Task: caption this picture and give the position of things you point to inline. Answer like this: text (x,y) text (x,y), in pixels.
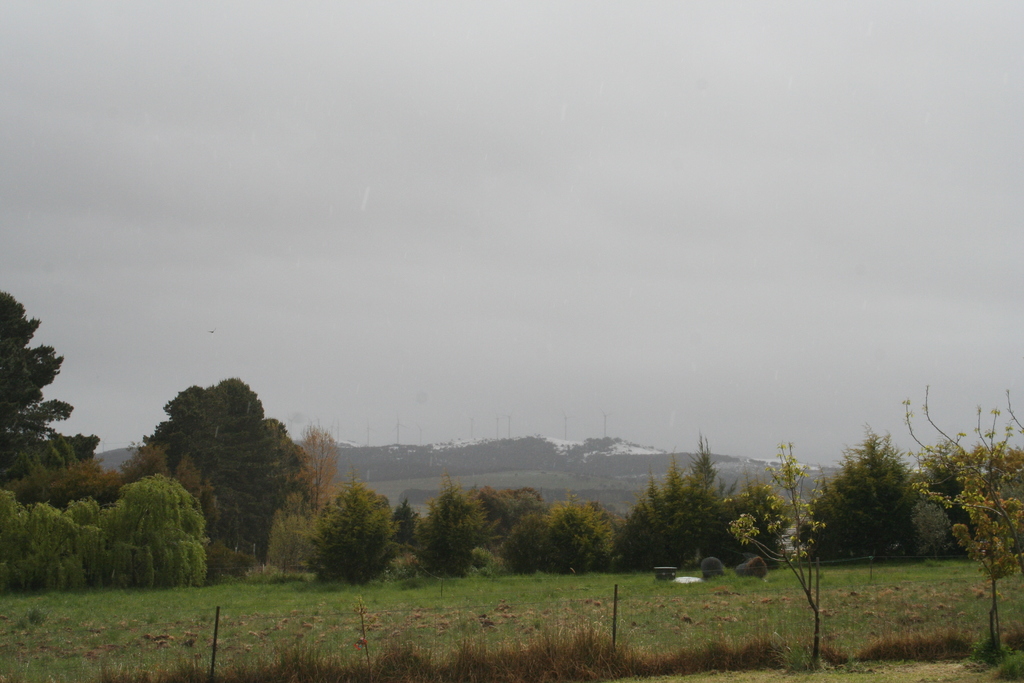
In this image I can see few trees (895,514) and plants (897,528) in green color. In the background (473,428) I can see few wind turbines (496,423) and the sky (528,152) is in white color.
